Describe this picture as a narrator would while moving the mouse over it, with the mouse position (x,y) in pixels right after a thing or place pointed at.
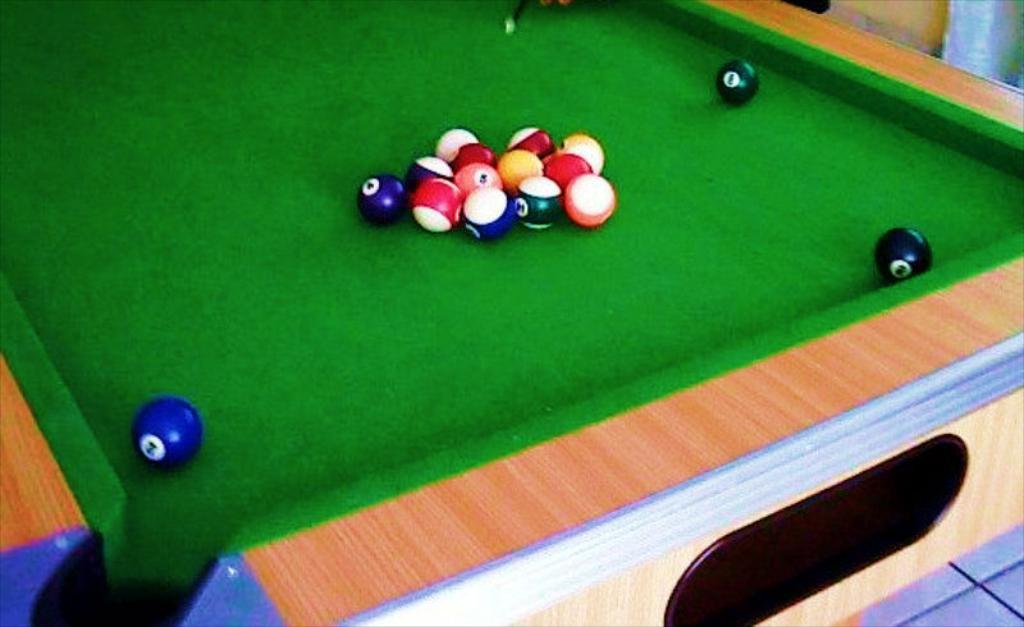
This image consists of a snooker board (479,407). On that there are balls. They are of different colors.
